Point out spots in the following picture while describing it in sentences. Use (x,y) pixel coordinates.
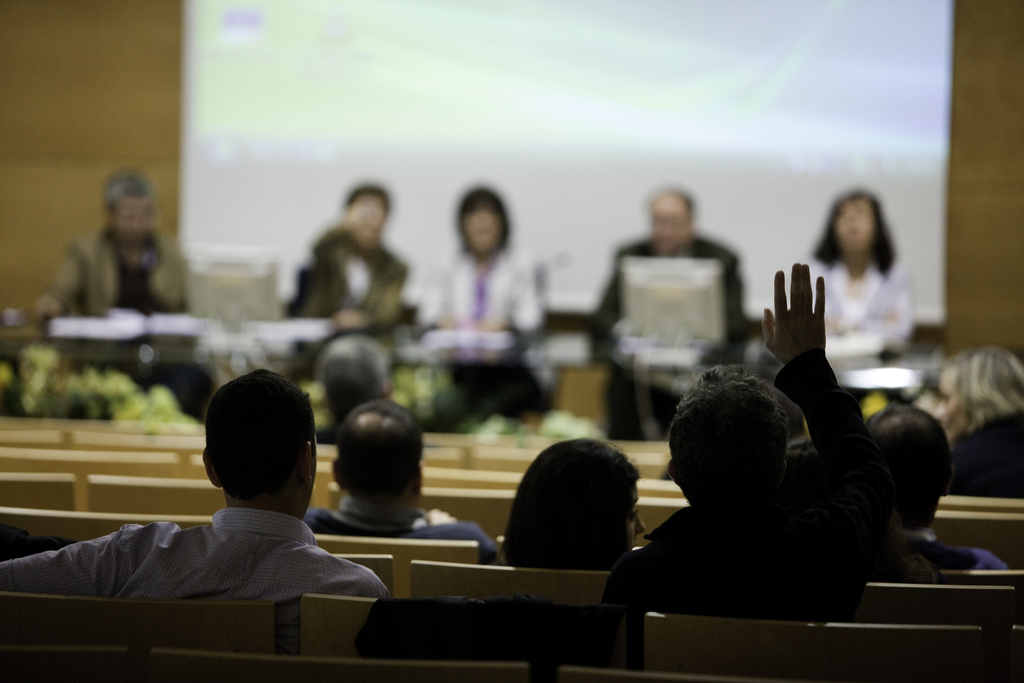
In this image there are people (560,542) sitting on the chairs (186,470). There are people (503,317) sitting behind the table (555,360) having a monitor (644,322) and few objects (432,344). There is a screen (566,147) attached to the wall (961,177).
